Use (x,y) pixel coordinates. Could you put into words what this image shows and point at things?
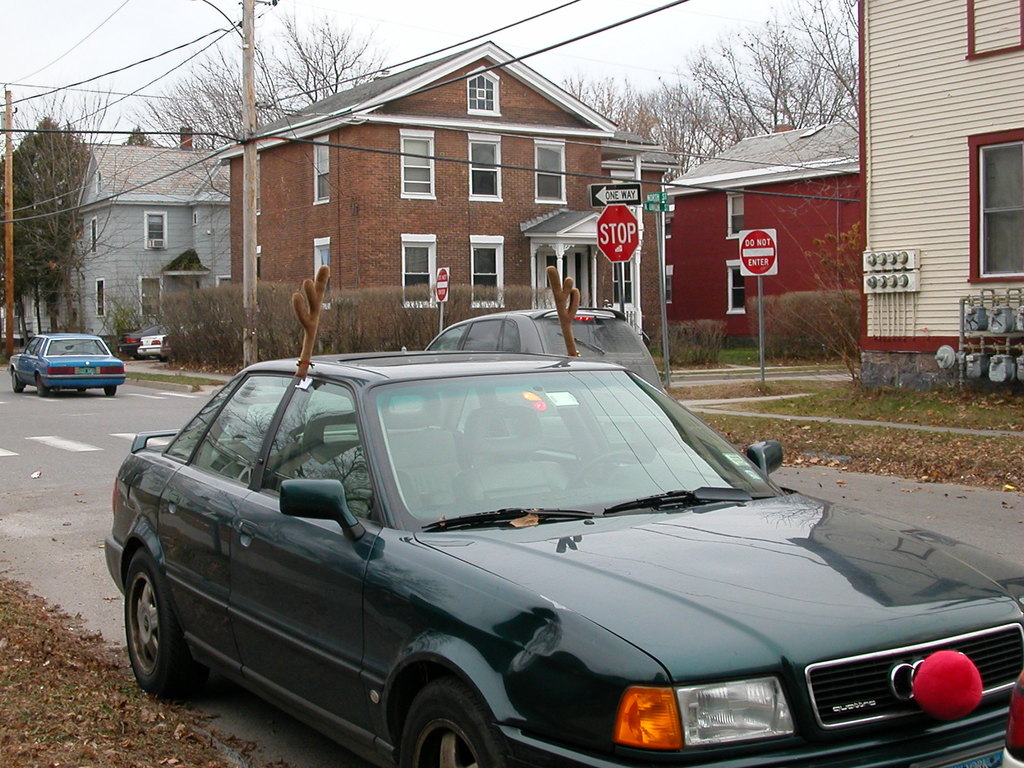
In this image, we can see vehicles (482,369) on the road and in the background (560,242), there are buildings (403,168), boards (630,244), poles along with wires (183,132) and there are plants (682,342). At the top (661,70), there is sky (661,70).
